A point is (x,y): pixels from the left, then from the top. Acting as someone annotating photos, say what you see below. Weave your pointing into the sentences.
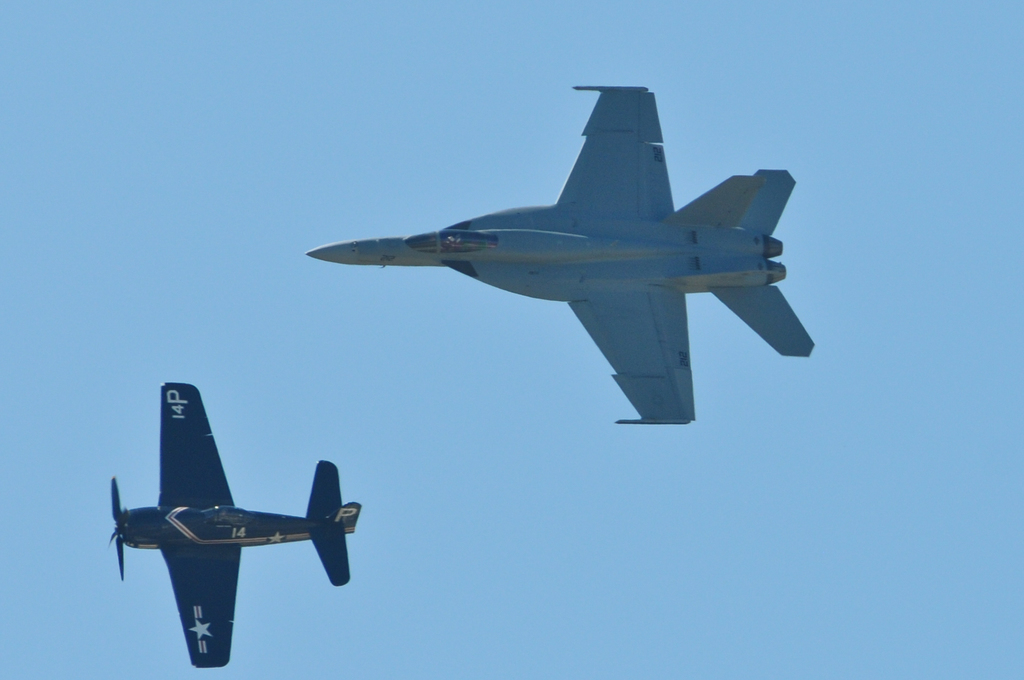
This picture shows a training plane (167,522) and a fighter jet (407,260) flying in the sky (423,220) and we see a blue sky (322,190).
